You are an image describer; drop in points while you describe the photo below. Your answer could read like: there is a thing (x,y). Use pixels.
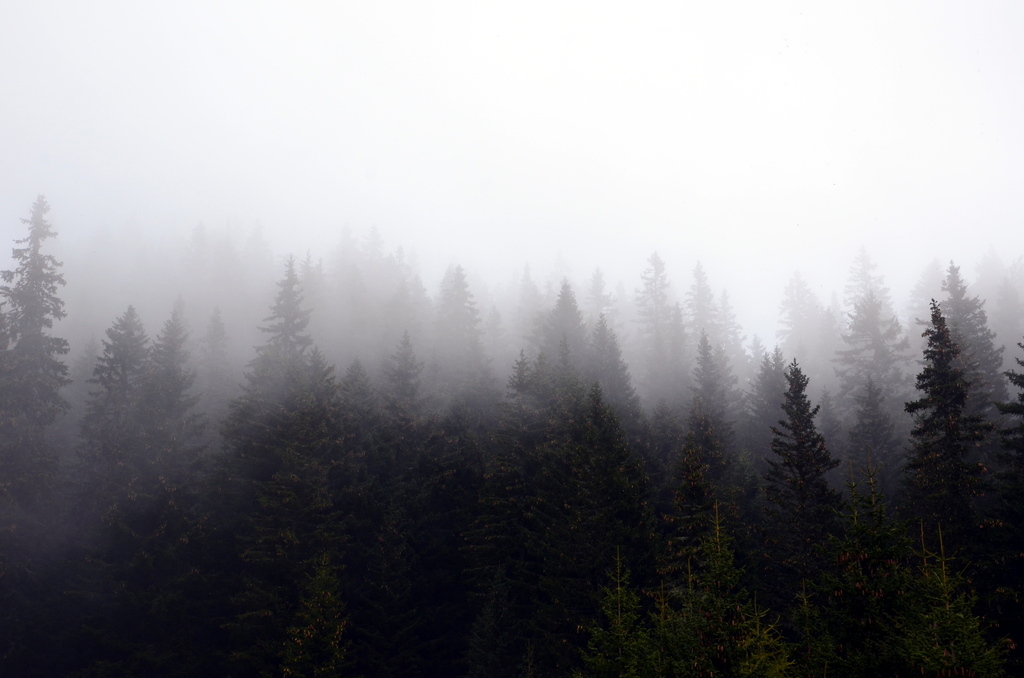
In this picture I can see many trees (719,475). In the center (419,259) I can see the fog (507,282). At the top (577,80) I can see the sky (446,65).
